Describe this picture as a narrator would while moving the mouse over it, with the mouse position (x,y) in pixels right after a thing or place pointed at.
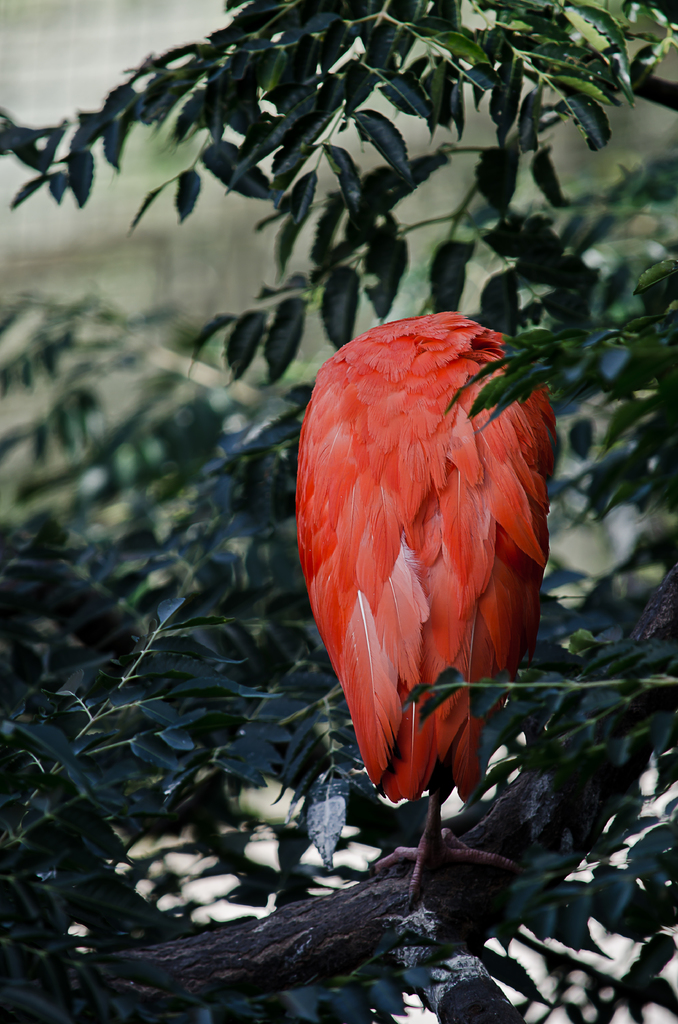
This is the picture of a plant (344,312) on which there is a bird (372,453) which has some orange color feathers (419,725).
